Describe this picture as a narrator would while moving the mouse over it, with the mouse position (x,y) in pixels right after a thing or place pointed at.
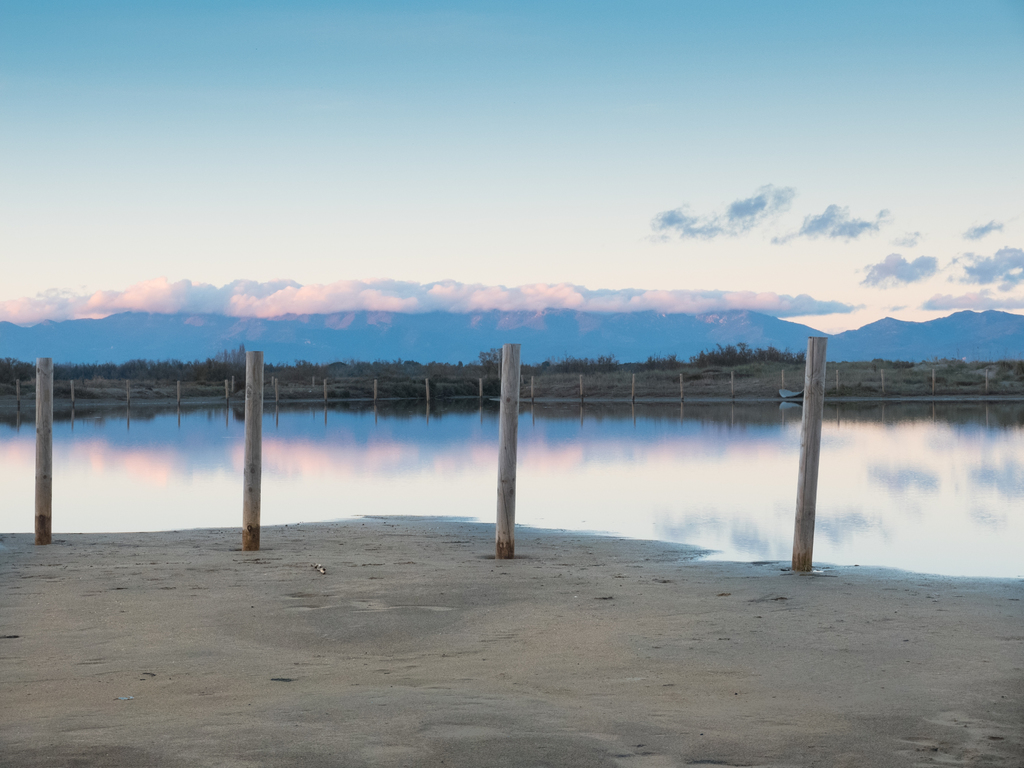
In this picture, we can see ground (696,609), poles (253,522), water (828,524), plants (411,371), mountains (489,336), and the sky (593,303) with clouds (838,308).
